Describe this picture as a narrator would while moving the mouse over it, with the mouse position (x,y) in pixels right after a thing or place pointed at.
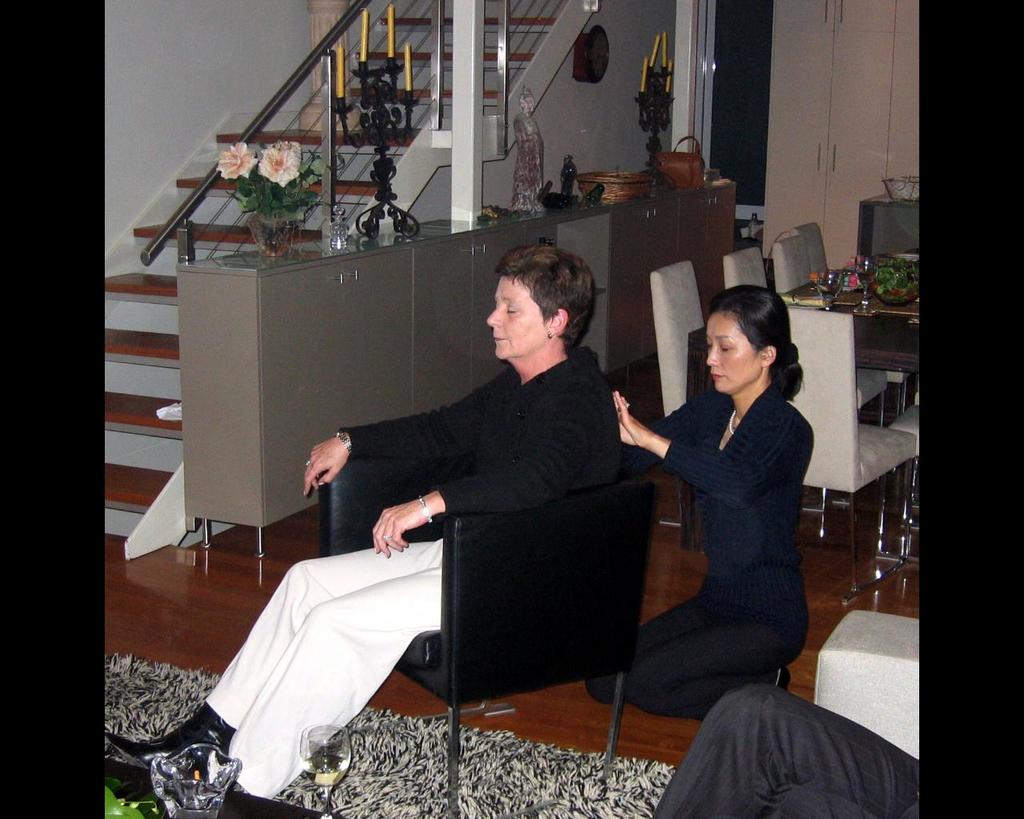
In this image there is a woman (434,504) sitting in the chair (499,598), Behind her there is another woman (710,434) who is doing the massage. At the bottom (248,807) there is a table (286,817) on which there are two glasses (189,791). In the background (864,329) there is a dining table (869,329) and chairs (829,318) around it. On the table (898,313) there are glasses (866,276), bowls (886,292) on it. On the left side (230,133) top there is a staircase (332,139), Beside the stair case (235,233) there is a desk (362,288) on which there are flower vases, baskets (611,181), bags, statues (523,168), idols (517,192) on it. At the bottom (488,783) there is a mat (504,748). On the right side (769,734) bottom there is a person (794,732) sitting in the chair (834,667). In the background (818,107) there is a cupboard (848,74), Beside the cupboard (831,71) there is a wall clock (601,39) attached to the wall (619,82).
